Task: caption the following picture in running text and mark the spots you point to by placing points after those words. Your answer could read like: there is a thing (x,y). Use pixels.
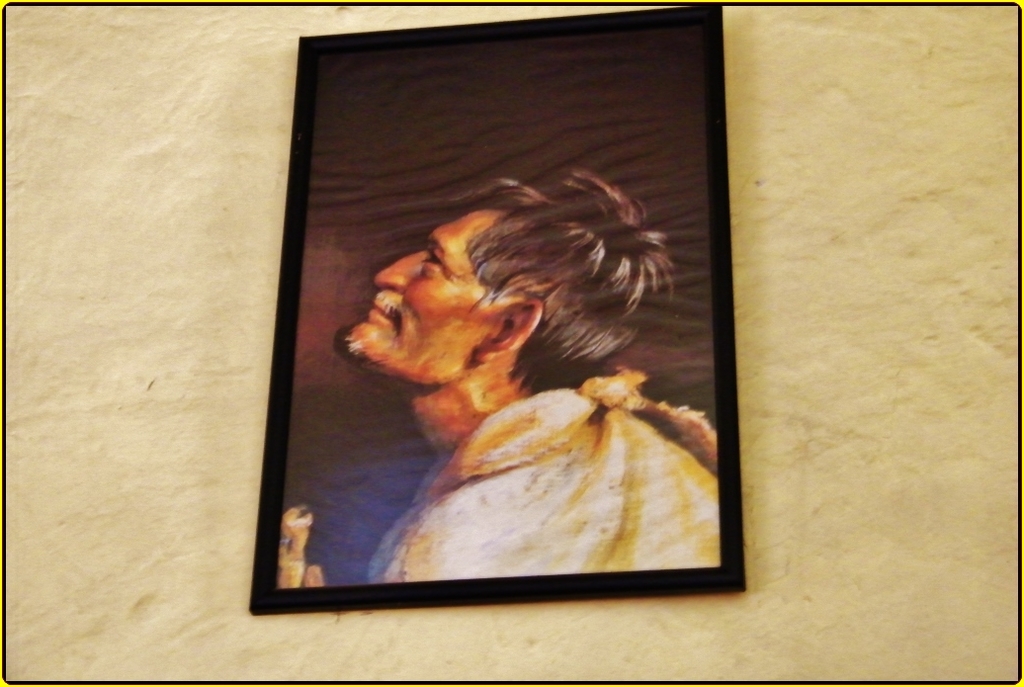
In the center of the picture (480,267) there is a frame (321,488) attached to the wall (98,427).
